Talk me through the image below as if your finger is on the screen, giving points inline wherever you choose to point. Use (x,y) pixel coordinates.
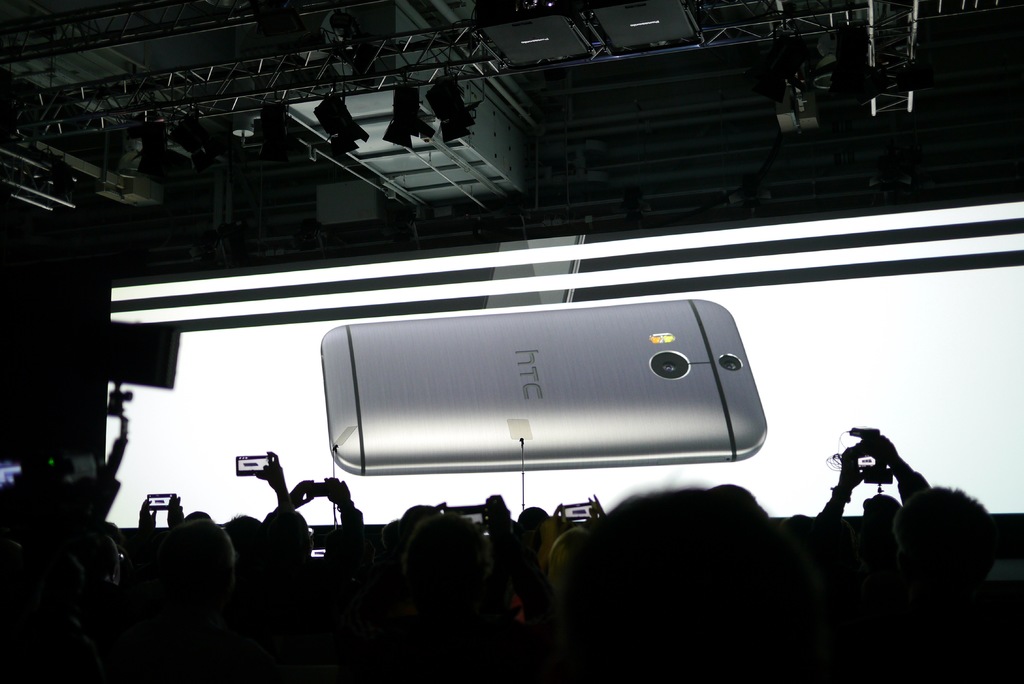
This image is taken indoors. At the top of the image (269,77) there is roof (626,112). There are a few lights (285,127) and there are many Iron bars (446,62). In the middle of the image (411,354) there is a screen (623,380) and there is a mobile (409,371) on screen (629,385). At the bottom of the image (338,554) there are many people (728,588) and they are holding mobile phones (568,508) and cameras (867,481) in their hands (844,466).
